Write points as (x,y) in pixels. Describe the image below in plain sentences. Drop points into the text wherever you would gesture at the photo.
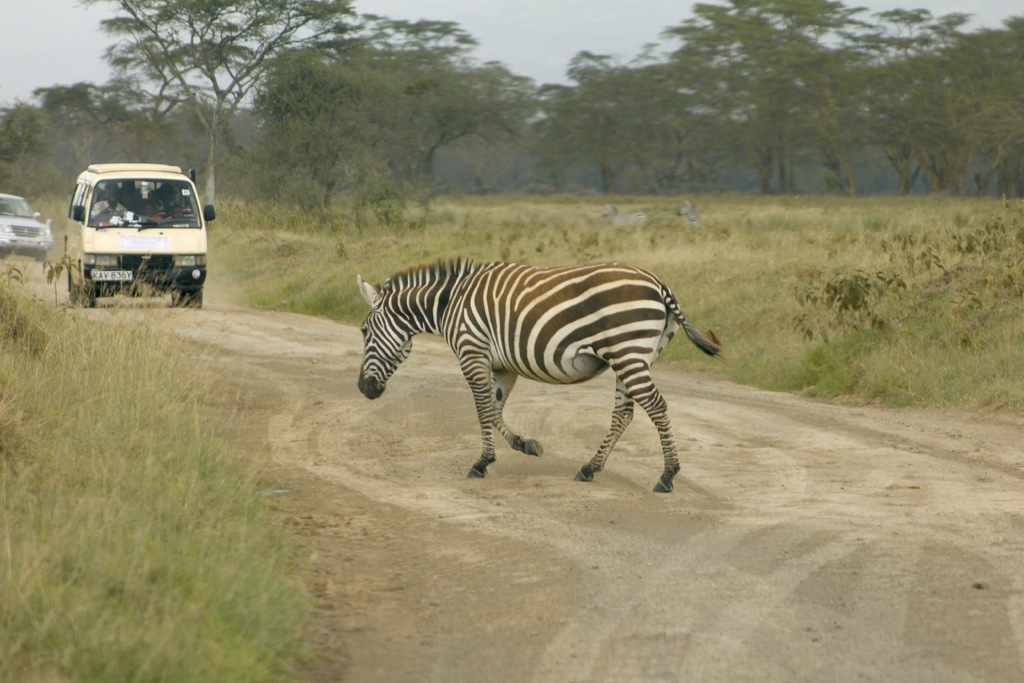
In this picture I can see a zebra (488,402) and I can see couple of cars (46,232) and I can see trees (599,109) and grass (765,258) on the ground (57,564).
